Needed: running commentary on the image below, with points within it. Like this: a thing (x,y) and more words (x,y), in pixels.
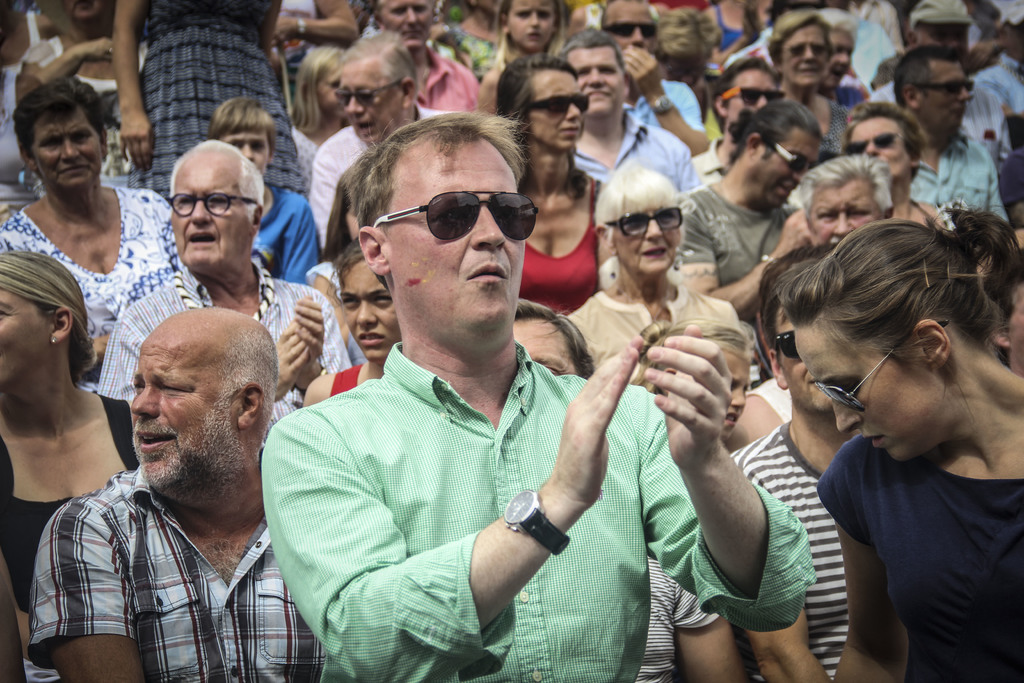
In this image I see number of people (425,351) in which most of them are wearing shades (523,210).
